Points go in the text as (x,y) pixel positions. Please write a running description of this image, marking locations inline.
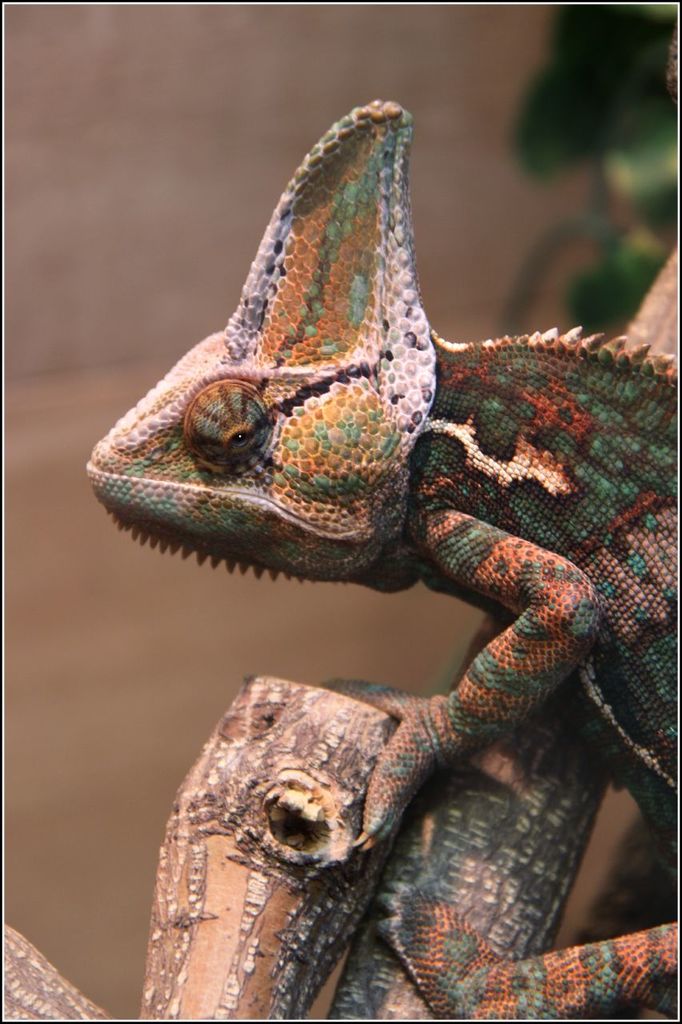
In this picture there is a colorful lizard (344,515) sitting on the tree branch (275,889). Behind there is a blur background (160,673).
